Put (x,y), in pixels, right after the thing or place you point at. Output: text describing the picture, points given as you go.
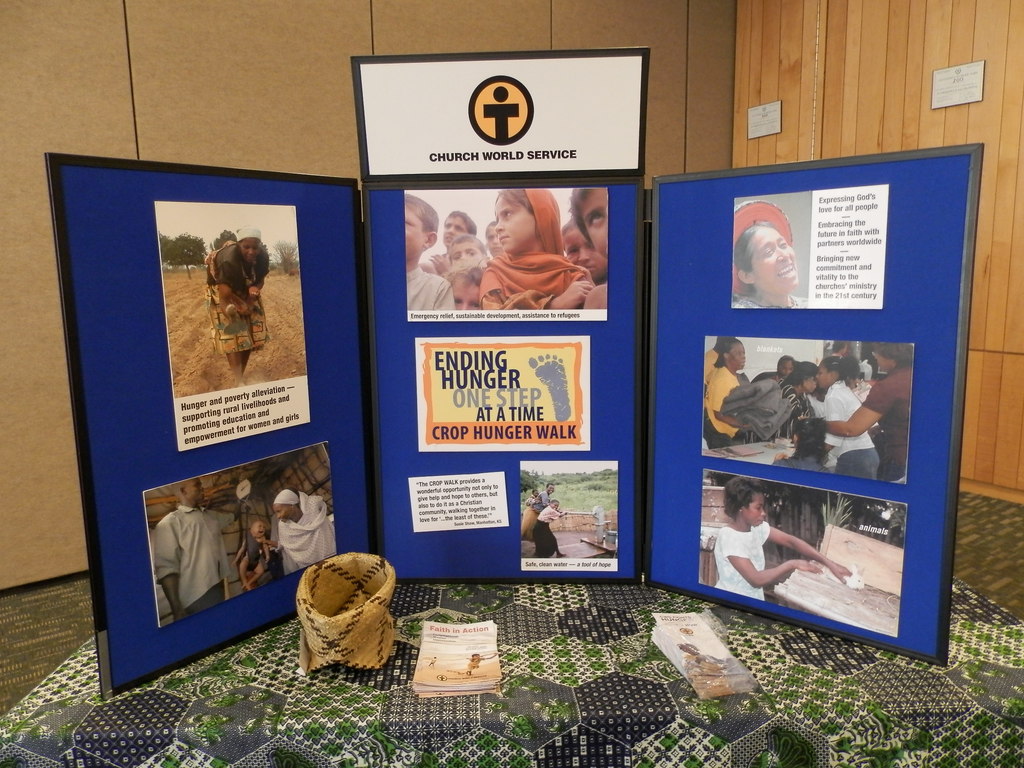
In this picture there is a blue color frame (337,489) with photos (542,510). Behind there is a wooden panel wall (814,98).
